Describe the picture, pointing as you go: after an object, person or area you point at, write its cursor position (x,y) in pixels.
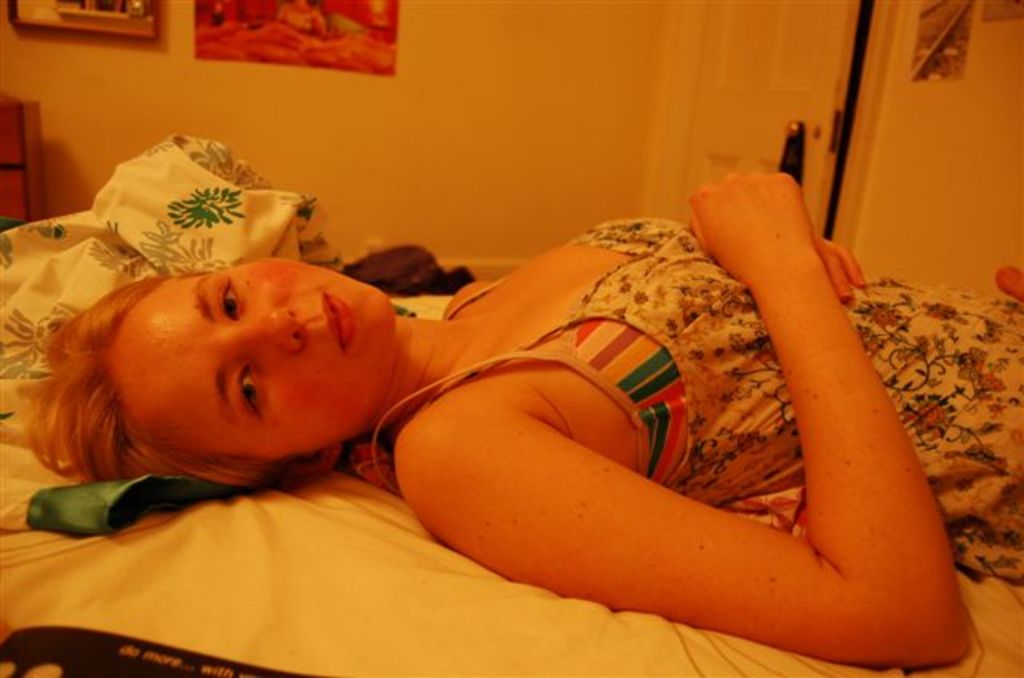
In this picture we can see woman (656,273) lying on bed (317,574) and beside to her we have bed sheet (199,177), wall (266,140) with frames (248,30).
